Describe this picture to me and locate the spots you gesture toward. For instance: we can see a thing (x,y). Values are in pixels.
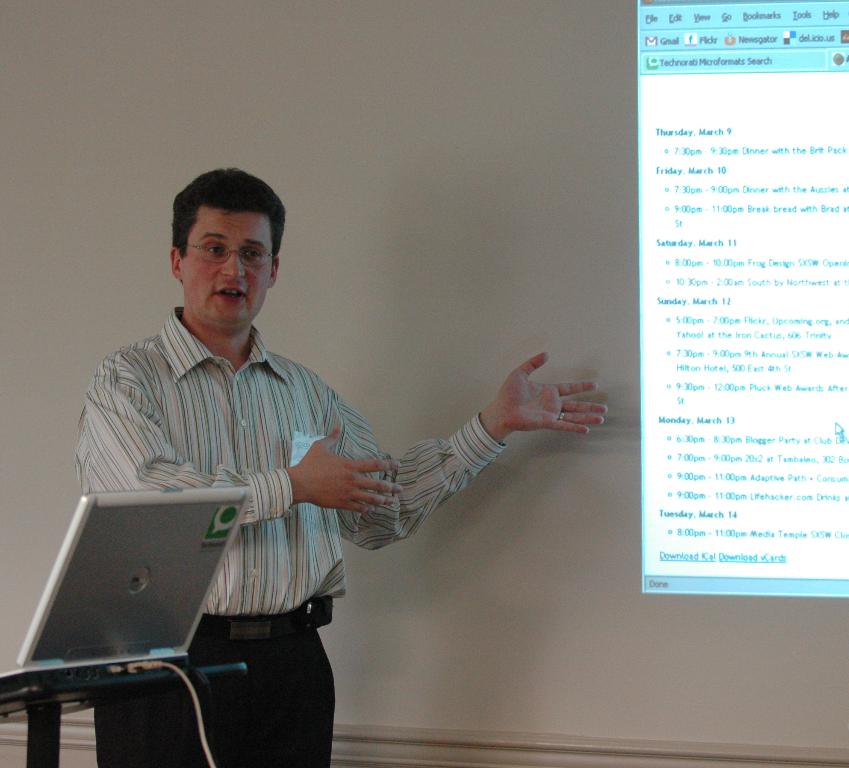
In the center of the image (370,502) there is a person (397,484) standing. There is a laptop (220,502) to the left side of the image (193,500). There is a screen (776,586) in the background of the image (709,25).
